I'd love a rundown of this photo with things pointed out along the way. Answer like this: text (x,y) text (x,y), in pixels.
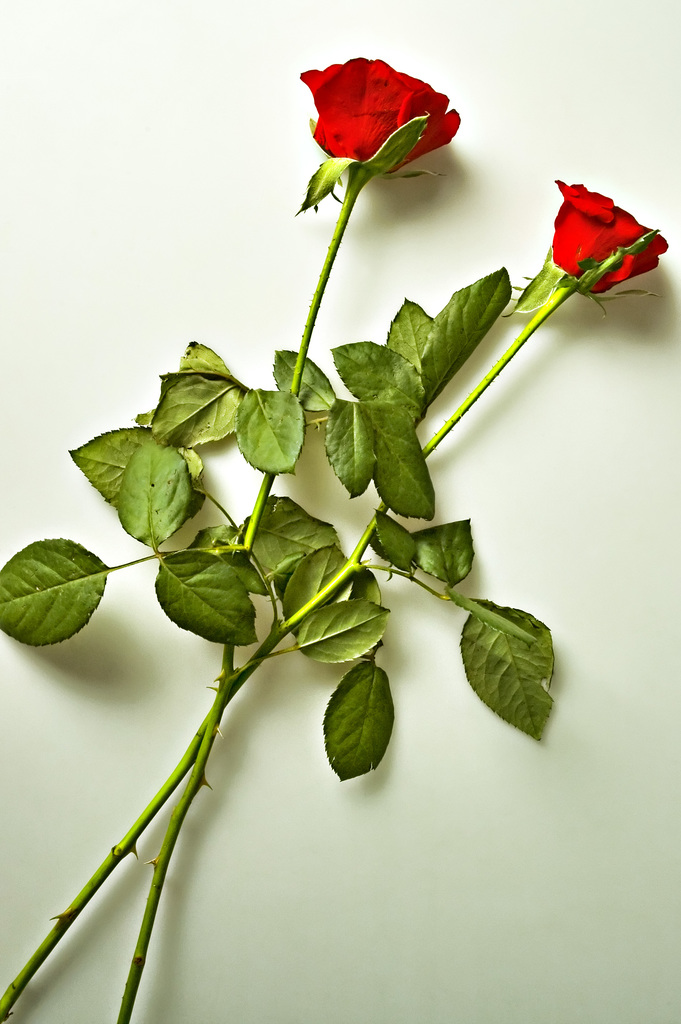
Here we can see two red roses (393,160) with stem (246,538) and leaves (281,438) on a platform (553,490).
